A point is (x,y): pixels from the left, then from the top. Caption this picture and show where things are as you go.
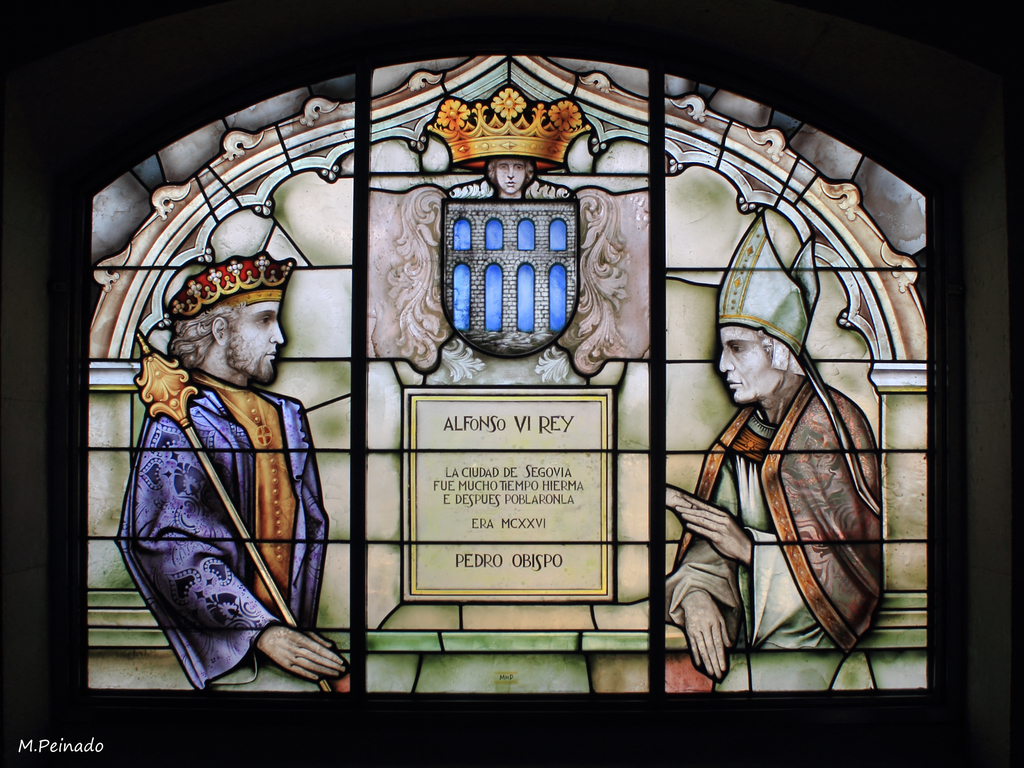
In this we can see a tinted glass window (624,274).
